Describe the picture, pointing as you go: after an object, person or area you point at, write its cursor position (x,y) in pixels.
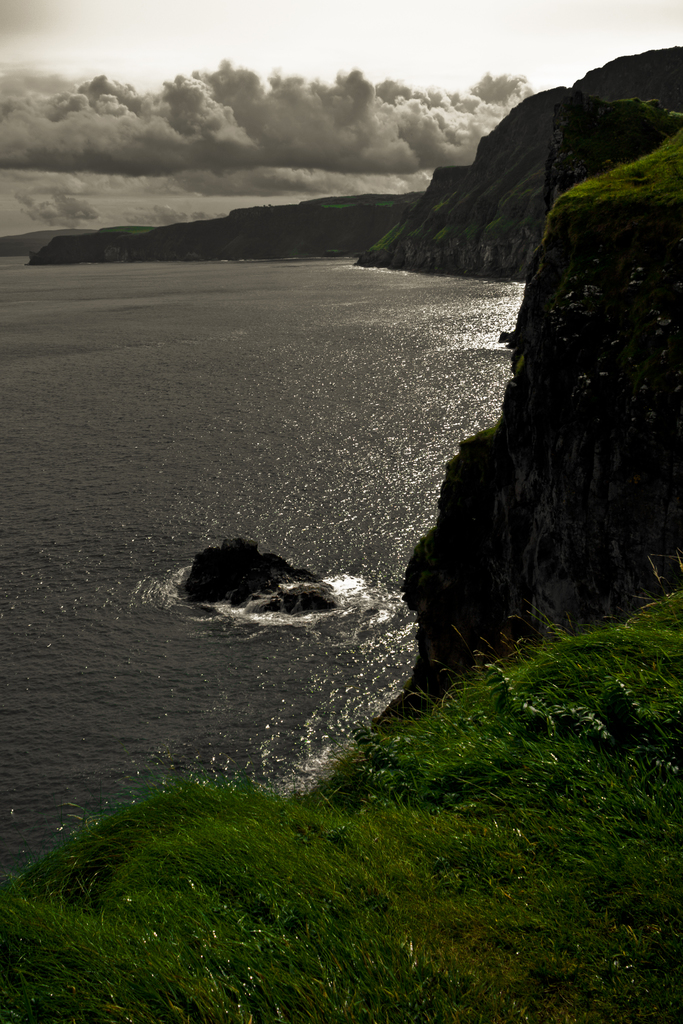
In this image we can see some mountains (423,207) and the water (17,300), in the background (331,25), we can see the sky (397,12).
